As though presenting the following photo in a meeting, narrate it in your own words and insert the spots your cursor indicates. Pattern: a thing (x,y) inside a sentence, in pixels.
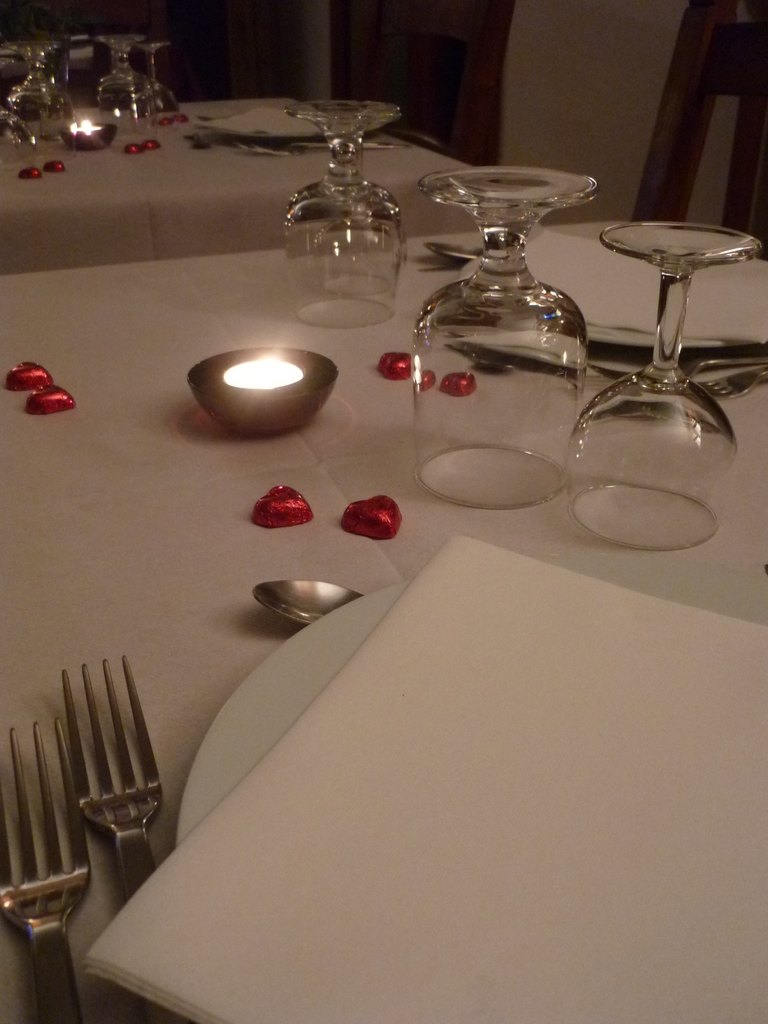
In this picture we can see tables (391,556) with cloths (405,556), glasses (306,233), plates (622,308), tissue papers (259,128), spoons (302,617), forks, some objects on it and in the background (377,79) we can see chairs (698,108).
